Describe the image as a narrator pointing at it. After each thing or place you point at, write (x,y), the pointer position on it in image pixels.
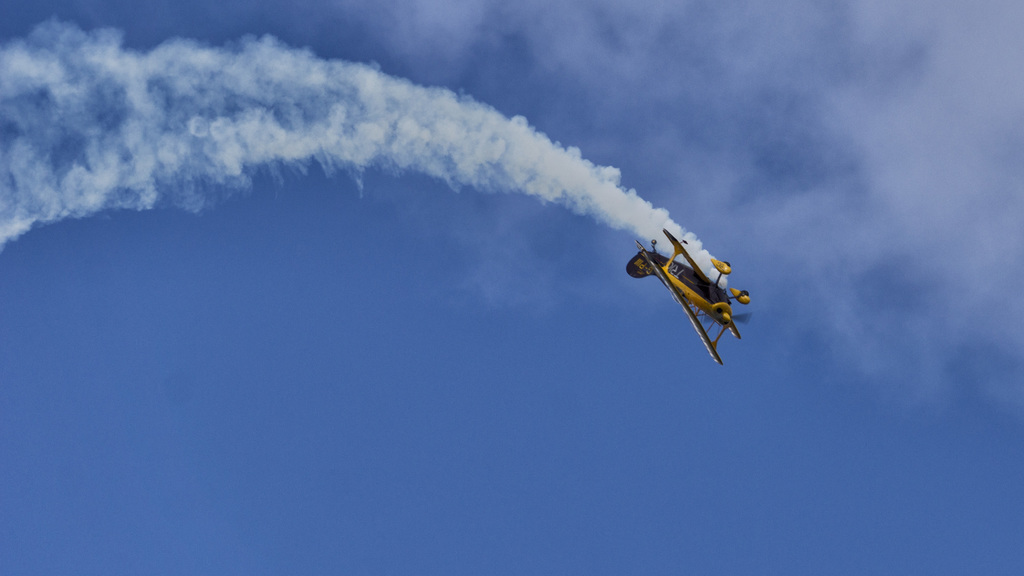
In this picture we can see an airplane (668,282) exhaling smoke (465,164) and flying in the sky (568,289).
